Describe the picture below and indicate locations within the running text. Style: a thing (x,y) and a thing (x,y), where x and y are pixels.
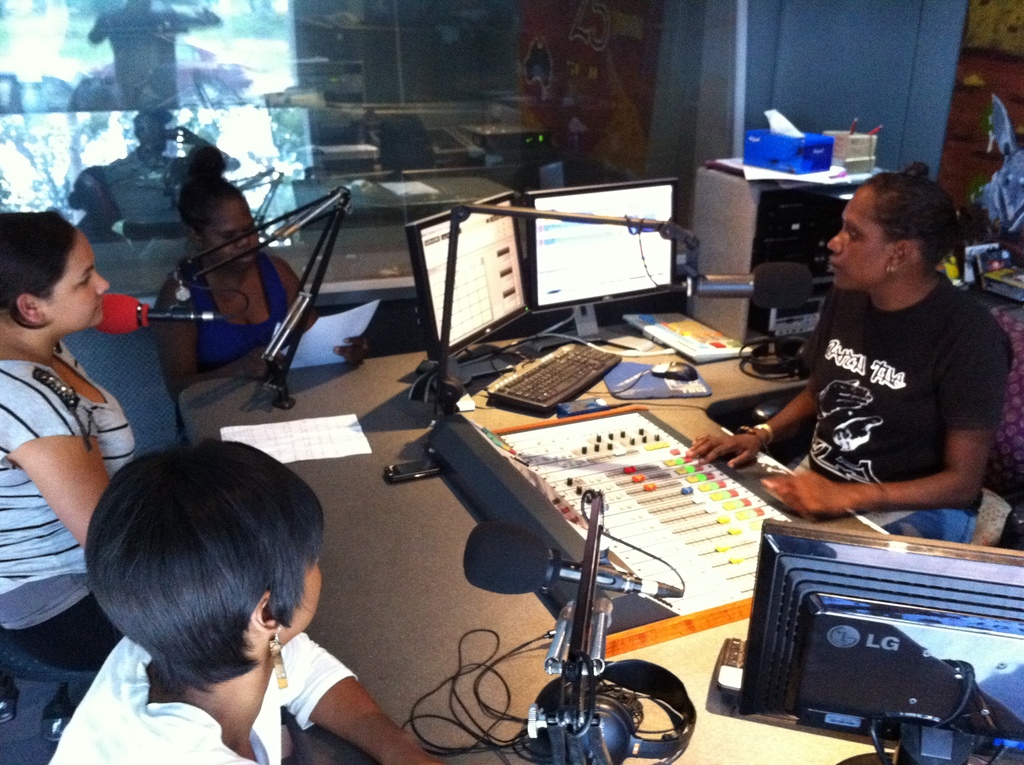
In this photo in the middle (361,470) there is a desk (348,568). On it there are monitors (565,279), keyboard (565,370), and some instruments (602,457). around it few people (50,317) are sitting. Here there is a drawer (779,237). In the background (469,80) there is a glass wall (176,53).
